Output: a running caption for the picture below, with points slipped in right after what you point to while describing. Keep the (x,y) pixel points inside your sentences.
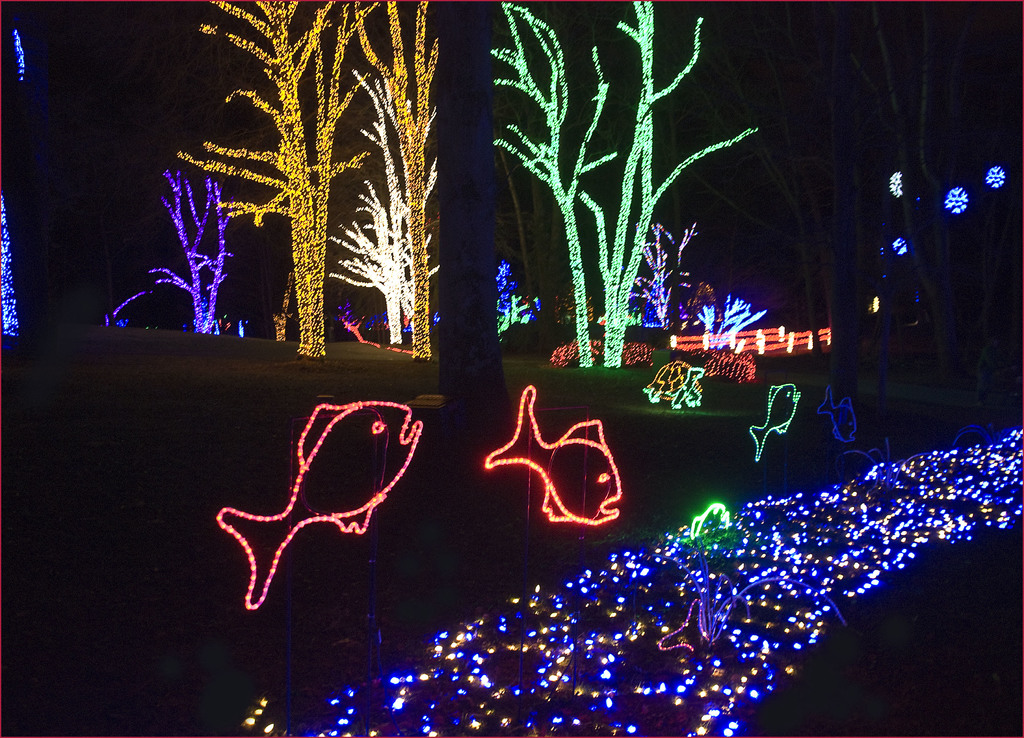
A night vision picture. Far trees (664,264) are decorated with lights (647,271). These are artificial fishes (606,439) decorated with lights (304,474). In-front there is a blue light (591,682).
